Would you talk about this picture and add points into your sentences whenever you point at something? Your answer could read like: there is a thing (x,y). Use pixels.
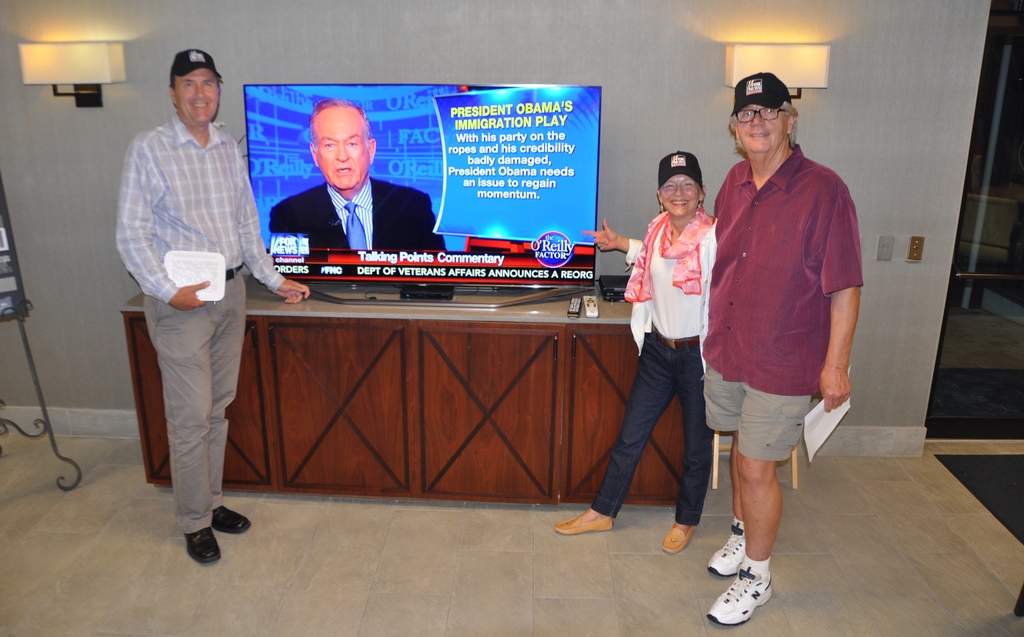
In the background (808,25) we can see the wall (41,257), lights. In this picture we can see a television (545,294) on a table (509,380) and we can see few objects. We can see the people (709,287) wearing caps (187,72) and all are smiling. We can see both men (163,218) are holding objects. At the bottom portion of the picture (918,508) we can see the floor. We can see an object (4,262) on the left side of the picture (15,270).
